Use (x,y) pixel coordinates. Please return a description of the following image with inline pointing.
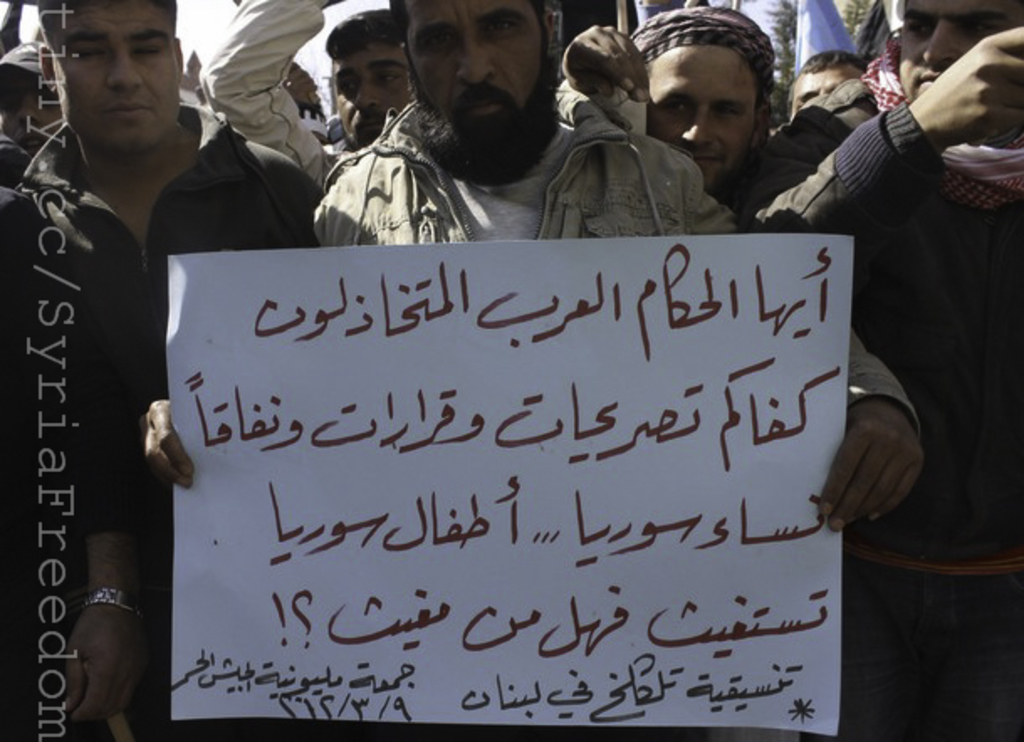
In this picture I can see few men (703,134) standing and I can see a man (432,208) holding a placard (345,401) with some text (616,624) and I can see few of them wore caps (703,21) on their heads (849,54) and I can see flags (812,47) and a tree (786,54) in the back (817,11) and I can see watermark (49,45) at the left side of the picture (40,61).
